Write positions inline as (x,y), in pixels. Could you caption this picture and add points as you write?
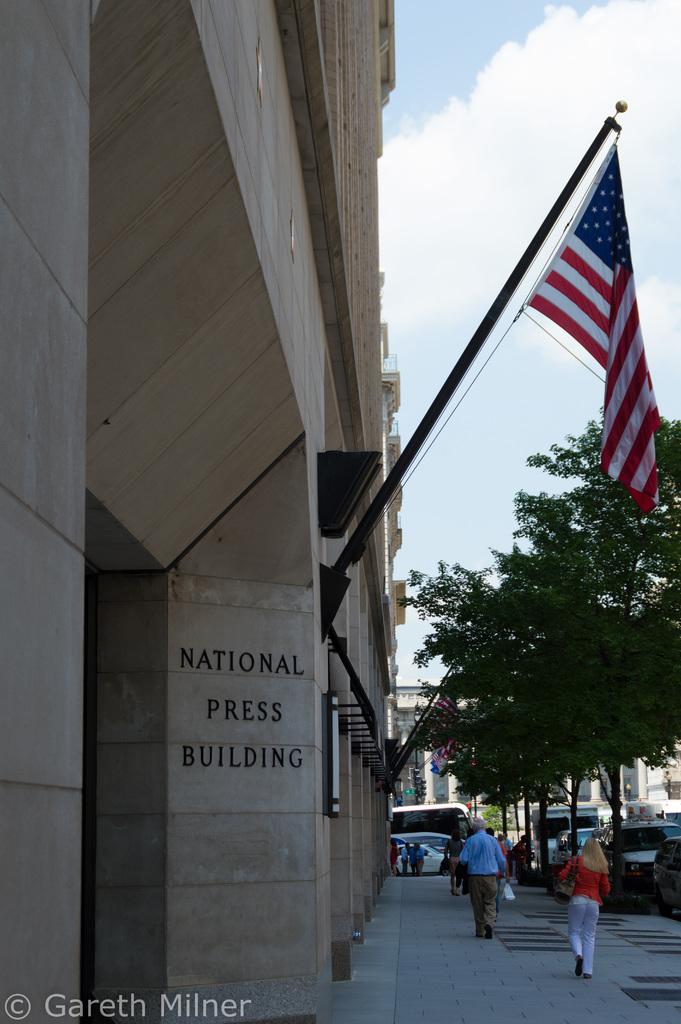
This image is taken outdoors. At the top of the image (433,156) there is a sky (528,206) with clouds (518,190), On the left side of the image (139,275) there is a building (259,626) with walls (277,320). There is a board (234,714) with a text (294,664) on it. There is a flag (619,456). At the bottom of the image (566,995) there is a sidewalk (613,968) and a few people (498,844) are walking on the side. On the right side of the image (670,832) there is another building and a few cars (625,839) are parked on the road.
